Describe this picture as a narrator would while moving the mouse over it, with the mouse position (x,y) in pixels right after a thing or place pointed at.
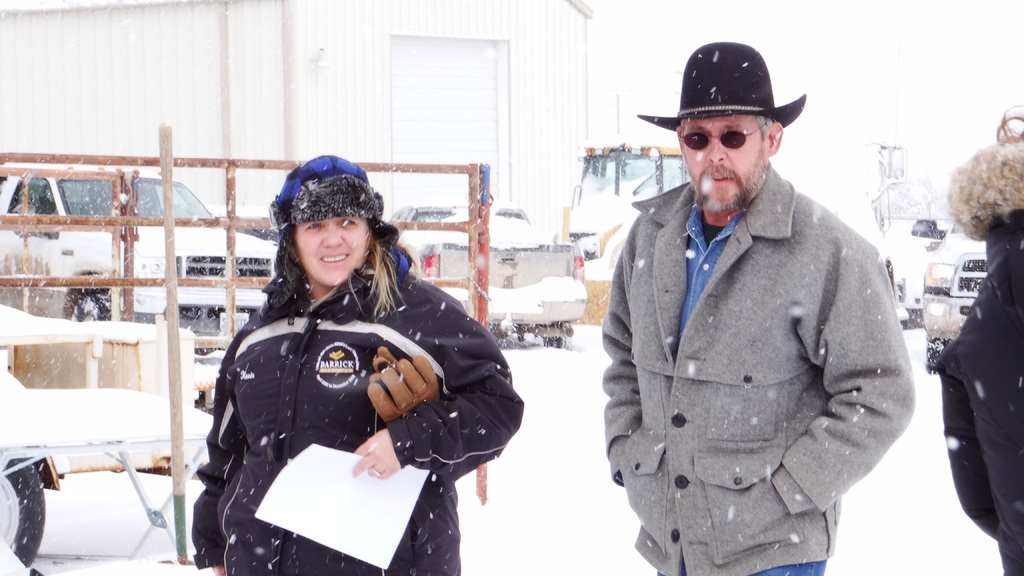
In this image I can see few vehicles (491,213), a building (485,42), snow (566,412) and here I can see few people (680,403) are standing. I can see they all are wearing jackets (323,374) and she is holding a white colour paper (305,480). Here I can see he is wearing shades (701,138) and black colour hat (744,87).
